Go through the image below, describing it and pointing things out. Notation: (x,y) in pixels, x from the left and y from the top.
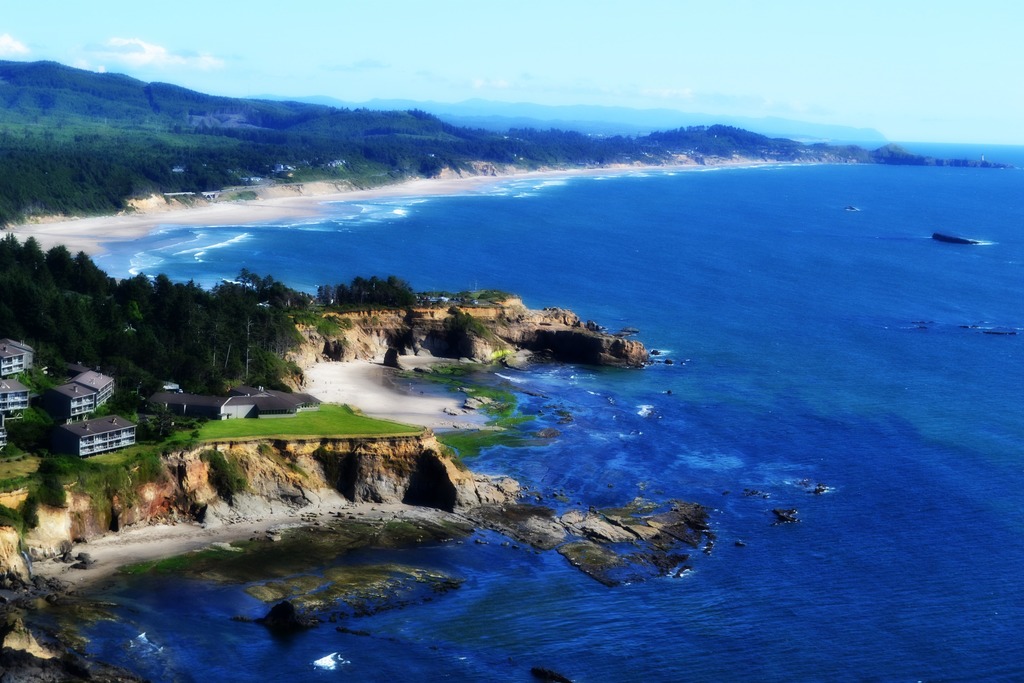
In this picture we can see few buildings (57,412), water (515,560) and trees (151,334), in the background (161,84) we can find few hills (106,119).
